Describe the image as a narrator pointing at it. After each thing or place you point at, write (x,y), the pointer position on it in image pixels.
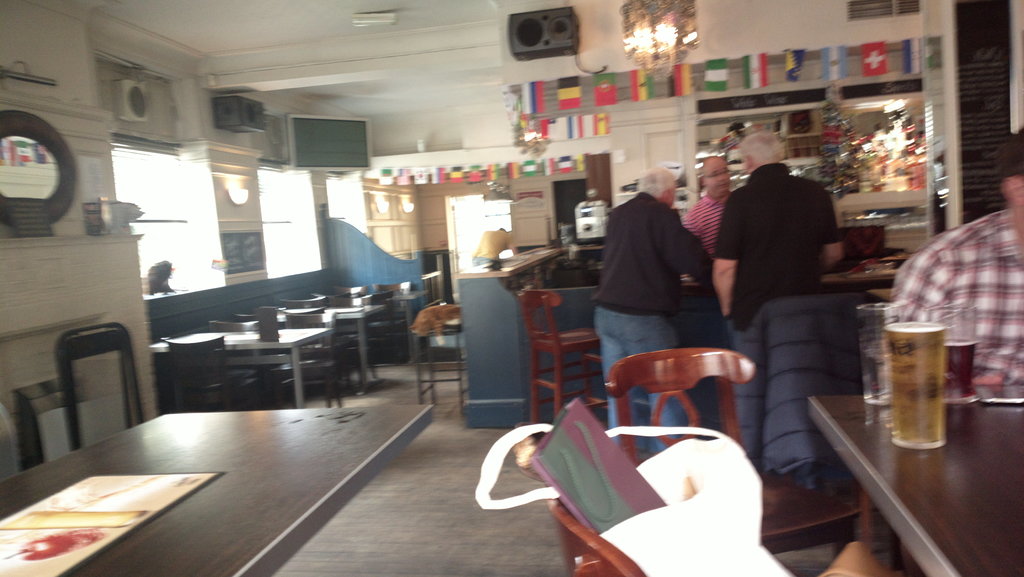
On the right (1014,358) we can see one man (998,365) sitting and front there is a table (919,450). On the left (228,429) we can see another table (193,469). In the center (663,294) we can see three persons (767,196) were standing and few empty chairs (570,397). In the background (310,126) there is a monitor (344,129), speaker (233,107), mirror (50,192), window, tables (255,342), chairs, door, lights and flags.
